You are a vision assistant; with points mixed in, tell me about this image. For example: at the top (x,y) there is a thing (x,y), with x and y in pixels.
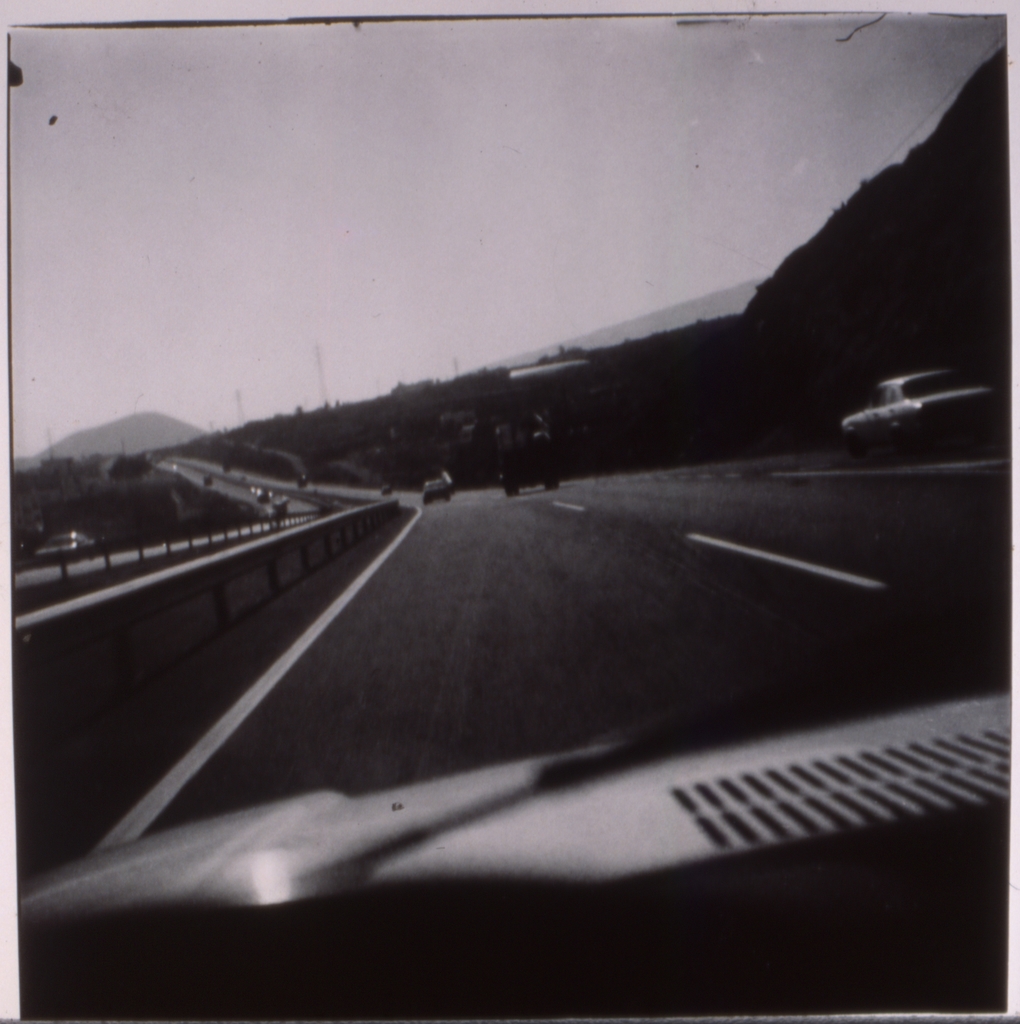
In this picture we can see a few vehicles (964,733) on the path (45,829).
